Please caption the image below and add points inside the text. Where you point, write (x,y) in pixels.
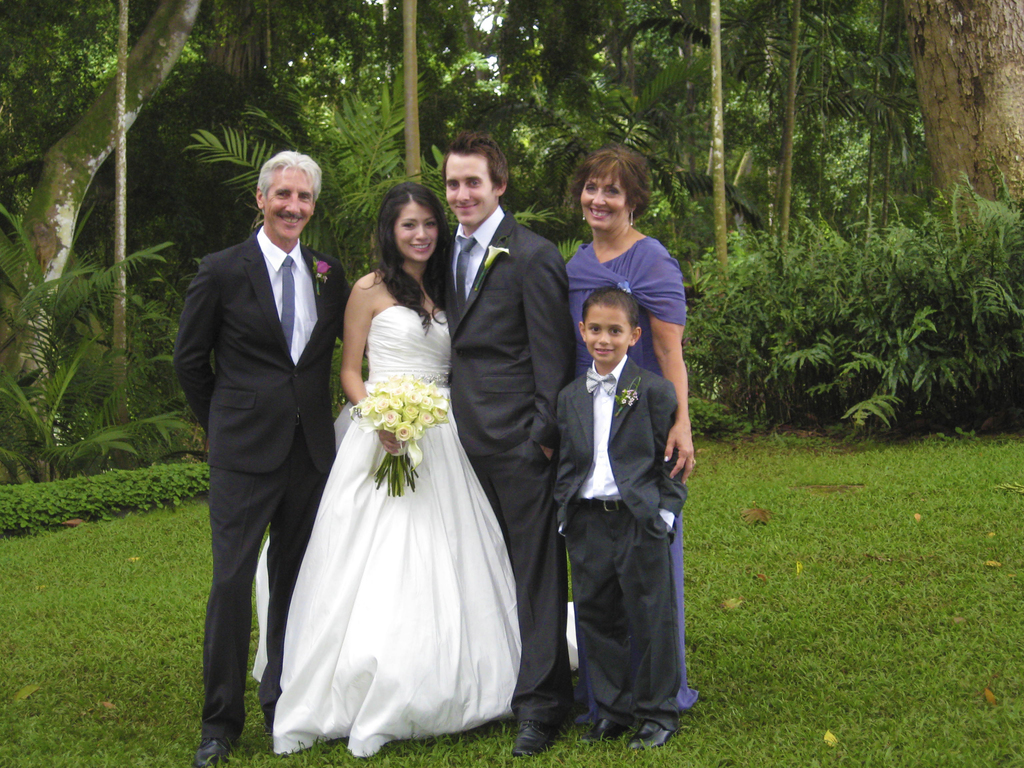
As we can see in the image there is grass (924,686), plants (877,386), trees (287,66) and group of people (455,484) standing in the front (431,212). The woman (416,335) over here is wearing white color dress (423,497) and holding flowers (404,443).
